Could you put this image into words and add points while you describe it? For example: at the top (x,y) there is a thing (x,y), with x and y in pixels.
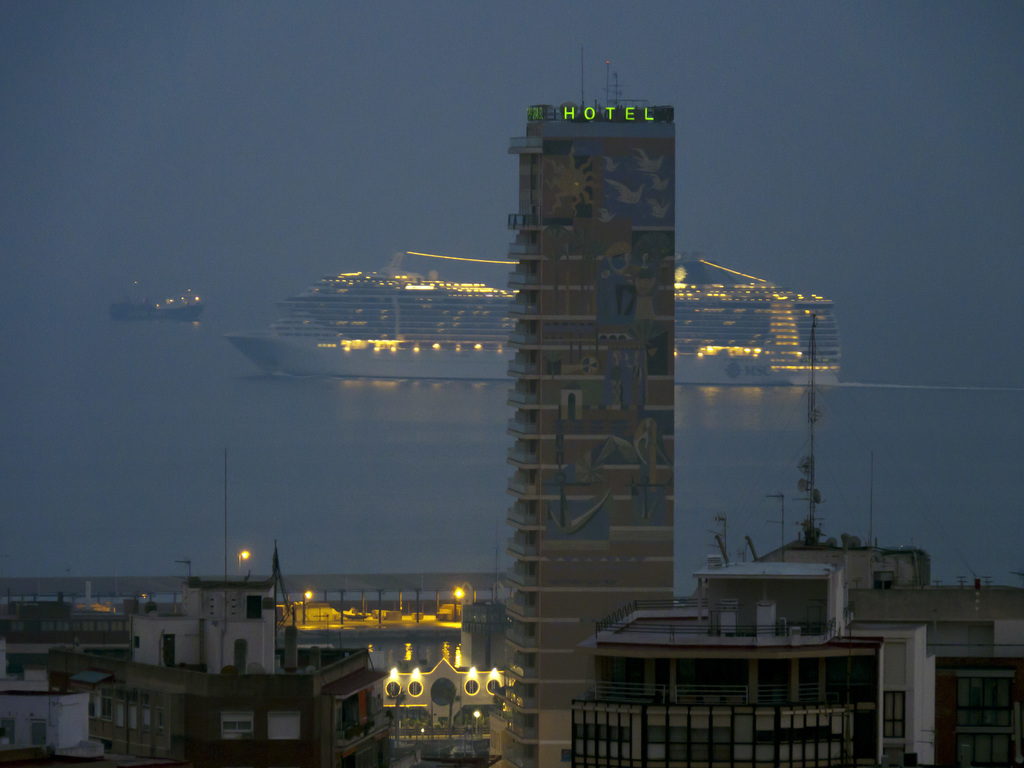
In this picture I can see there are a few buildings (495,680) and there is a multi storied building (634,211). There are a ship (415,313) and boat (176,318) in the backdrop (346,315). The sky (207,289) is foggy.
